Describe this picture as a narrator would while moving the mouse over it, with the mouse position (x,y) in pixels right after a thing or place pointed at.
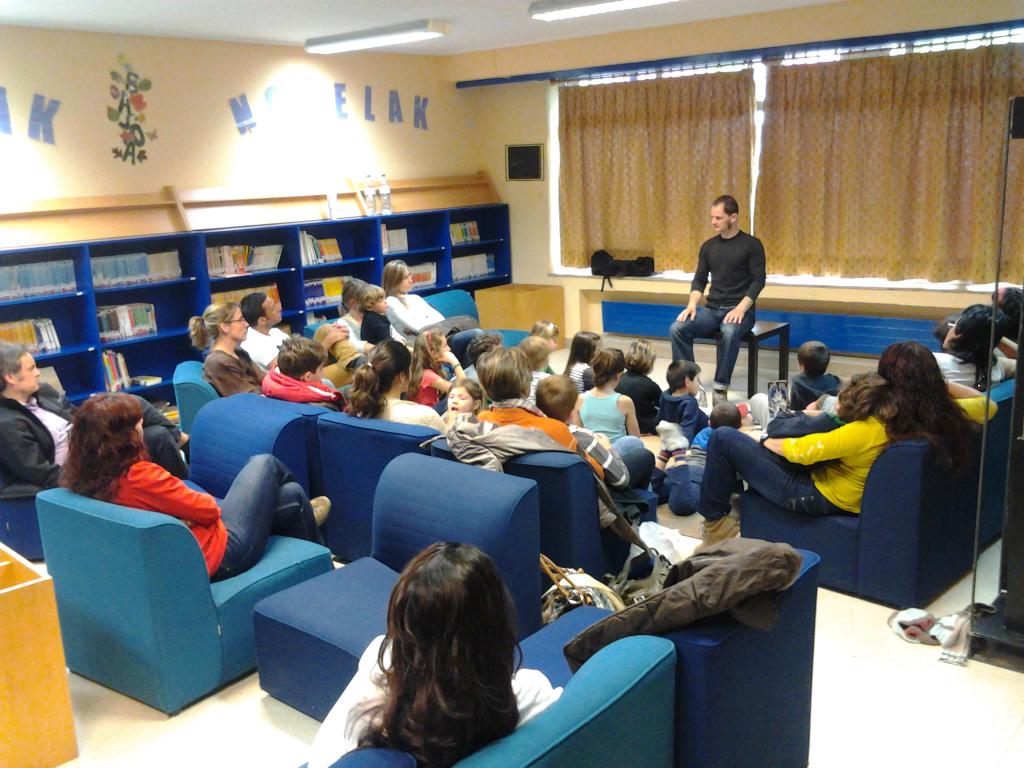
There are groups of people (910,422) sitting. These are the curtains (697,93) hanging to the hanger (719,62). I can see a black color object (603,269), which is placed near the window (552,167). I think these are the letters (237,106) and stickers (125,93) attached to the wall (208,120). I can see the books (49,293), which are placed in the book shelves (180,309). These are the tube lights (442,32), which are attached to the ceiling (459,34).
